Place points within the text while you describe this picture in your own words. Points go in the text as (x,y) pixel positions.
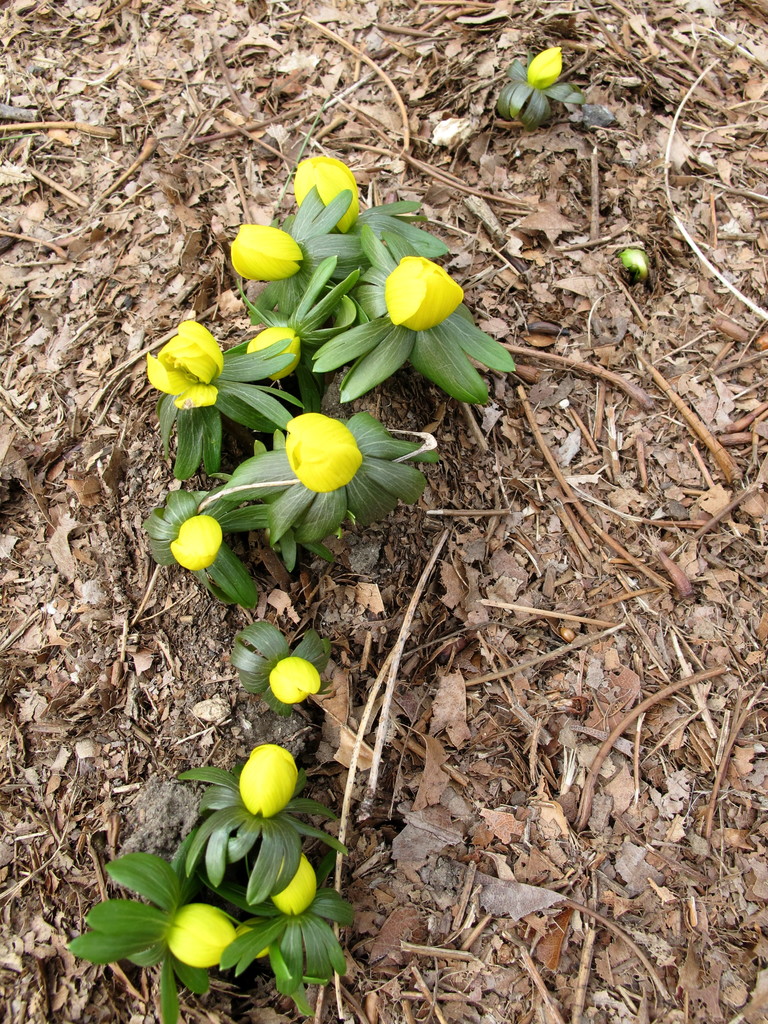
In the picture I can see flower plants (343,397). These flowers (324,452) are yellow in color. I can also see some other things (329,573) on the ground (487,305).
